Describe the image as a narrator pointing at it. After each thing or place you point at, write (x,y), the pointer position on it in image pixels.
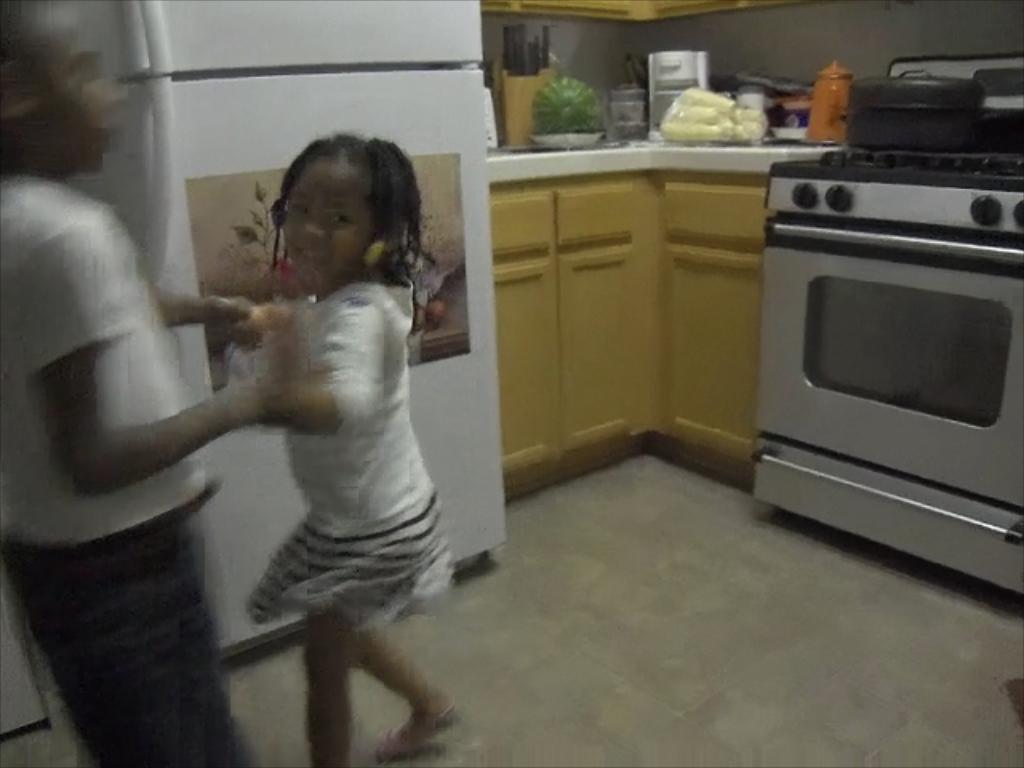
Here we can see a boy (116,347) and girl (347,439). Poster (209,205) is on the fridge (290,38). On this platform (661,156) there are vegetables (583,123) and things (506,88). Oven (841,253) with stove (916,162). Above the stove (902,152) there is an object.
